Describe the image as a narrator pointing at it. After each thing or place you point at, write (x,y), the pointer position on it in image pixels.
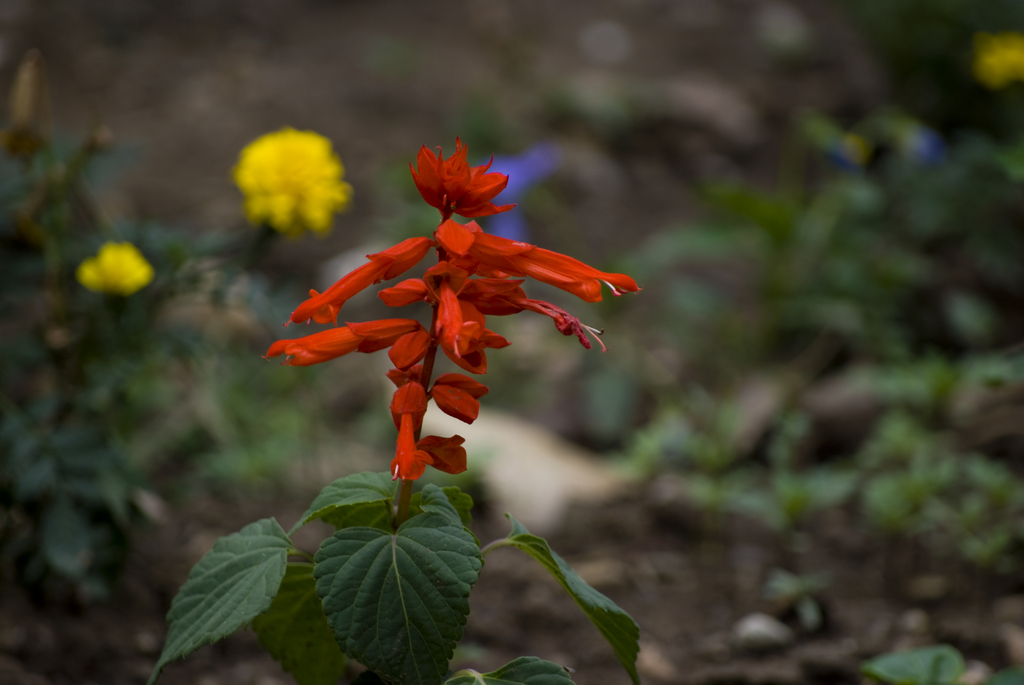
In this picture i can see the red flowers (404,348) on the plant (423,582). At the bottom (430,602) i can see the leaves (331,655). On the left (296,163) there are two yellow flowers (309,159) on the other plant (134,237). On the right (684,256) i can see the grass (967,508) and plants (990,96).
